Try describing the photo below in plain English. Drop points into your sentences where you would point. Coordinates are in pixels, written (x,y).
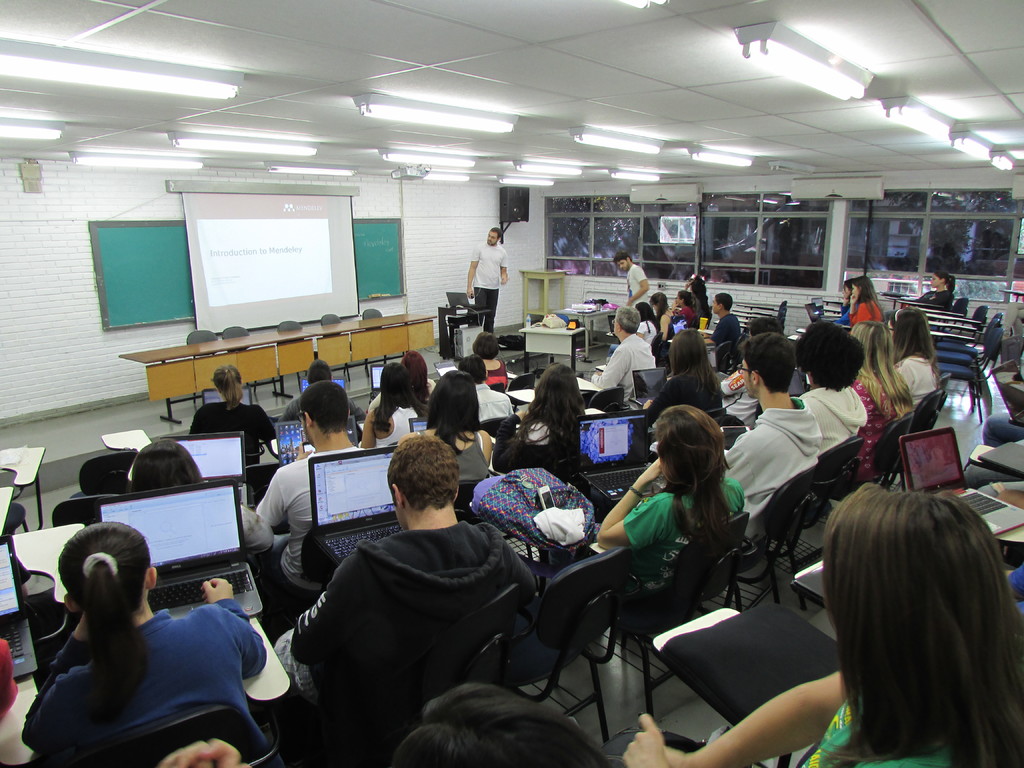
In this image there are group of people (697,369) sitting on chairs (620,576), and they are looking into laptops (953,460). And in the center (378,281) there is a screen (248,245) and board (380,268), and on the right side (753,235) there are some glass windows (591,229). And in the center (488,262) there is one person (488,279) who is standing, and at the top (577,94) there is ceiling (145,129) and some lights (233,137) and at the bottom (619,684) there is floor (571,673).
